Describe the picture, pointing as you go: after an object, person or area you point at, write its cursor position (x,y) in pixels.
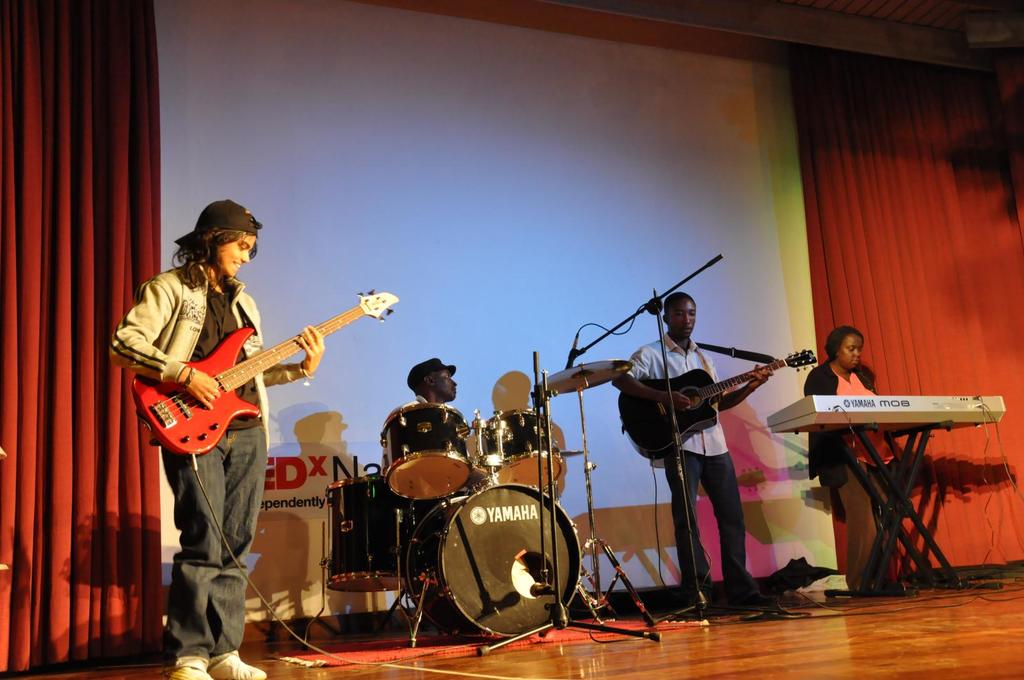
In this image I see 4 people (123,337) and In which 3 of them are holding the musical instruments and this woman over here is near the keyboard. In the background (932,376) I see the red curtain (107,600).
